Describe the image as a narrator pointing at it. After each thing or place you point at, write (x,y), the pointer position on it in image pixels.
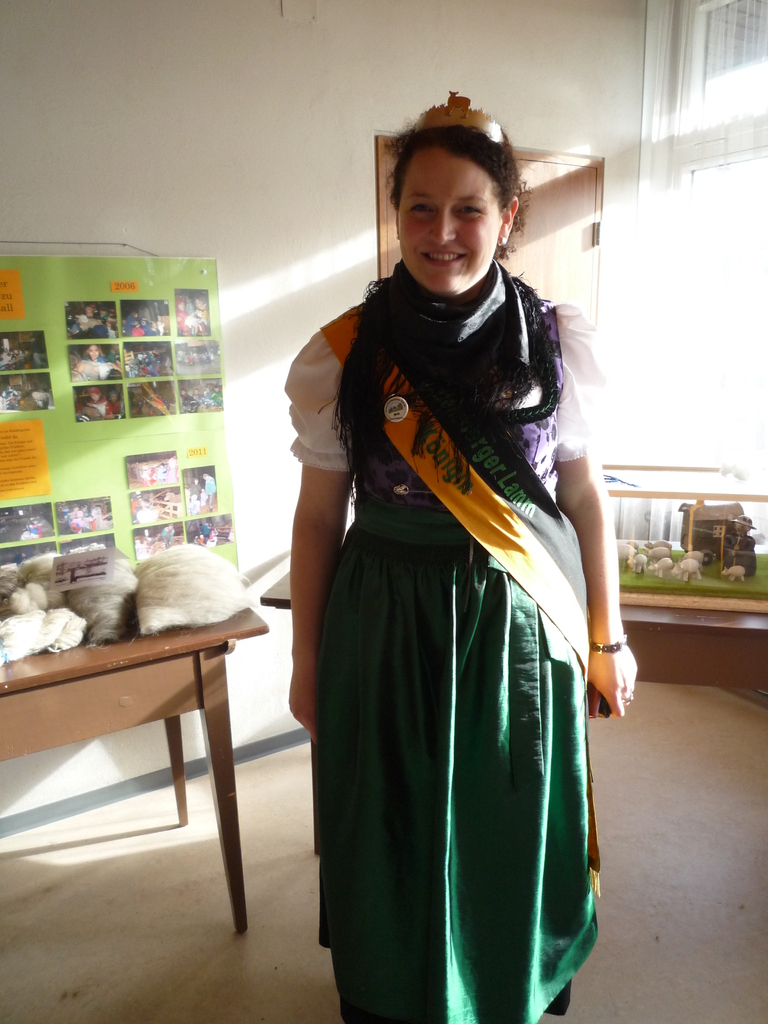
In this picture we can see woman (422,871) standing and smiling and in background (172,711) we can see table (236,617) and on table (20,657) there are some clothes (109,603), poster (104,402) to the wall (182,124), door (569,192), window (707,365), toys (739,570).
